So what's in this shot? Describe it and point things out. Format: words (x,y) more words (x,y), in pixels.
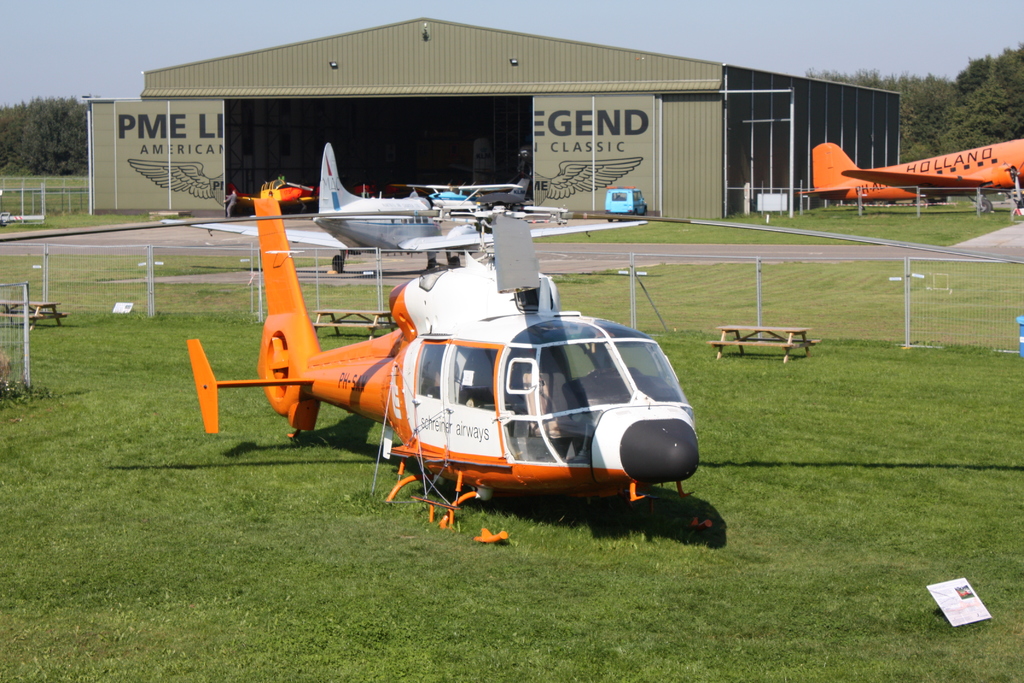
In the foreground of the picture (362,359) there is a helicopter (438,406). In the center of the picture (384,229) there are benches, railing (147,271), grass (590,279), runway (581,254) and aircraft (338,222). In the background (937,106) there are trees (68,143), railing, grass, aircraft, vehicle (612,200), person (234,190) and a building (273,122). Sky (252,39) is sunny.
